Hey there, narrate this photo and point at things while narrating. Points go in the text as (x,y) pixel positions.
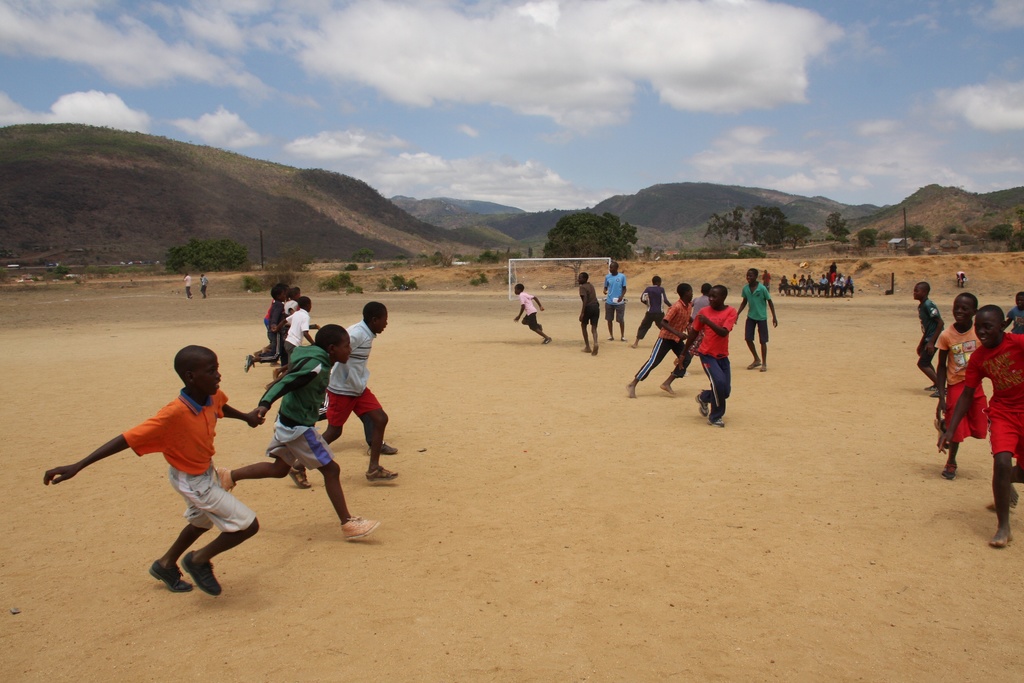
In this image, there are a few people (966,394). We can see the ground (567,451) and some net (530,290). We can also see some plants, trees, hills (886,222). We can also see the sky (578,205) with some clouds (679,8).
